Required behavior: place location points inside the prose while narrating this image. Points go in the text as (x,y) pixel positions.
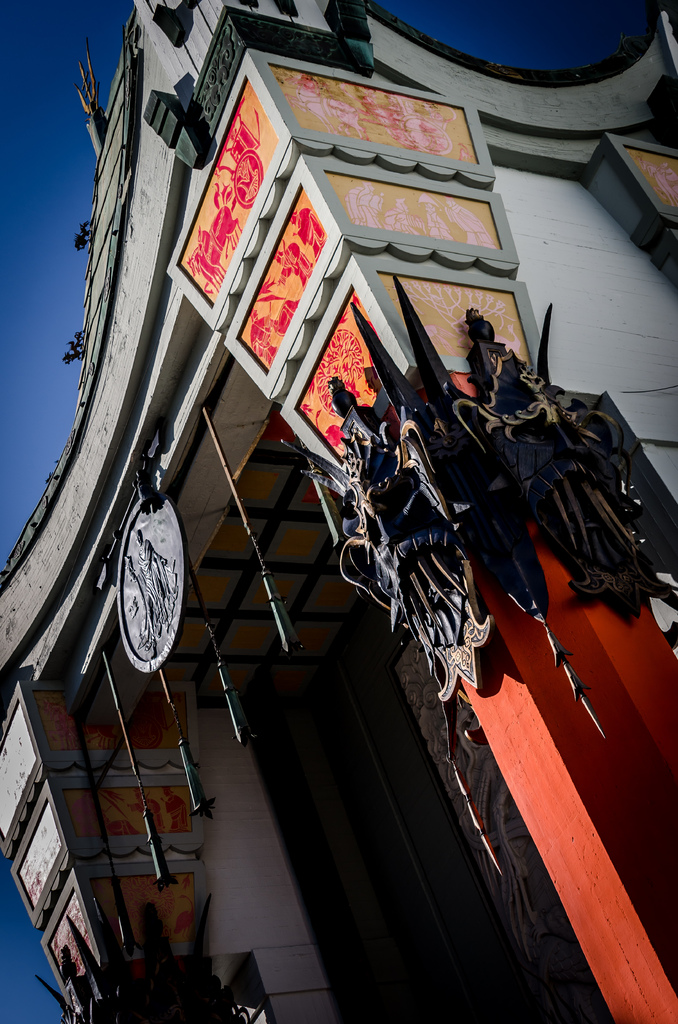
This image consists of a building (492,716) along with sculpture (460,545) and posters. To the top (38,247), there is sky (50,385) in blue color.
